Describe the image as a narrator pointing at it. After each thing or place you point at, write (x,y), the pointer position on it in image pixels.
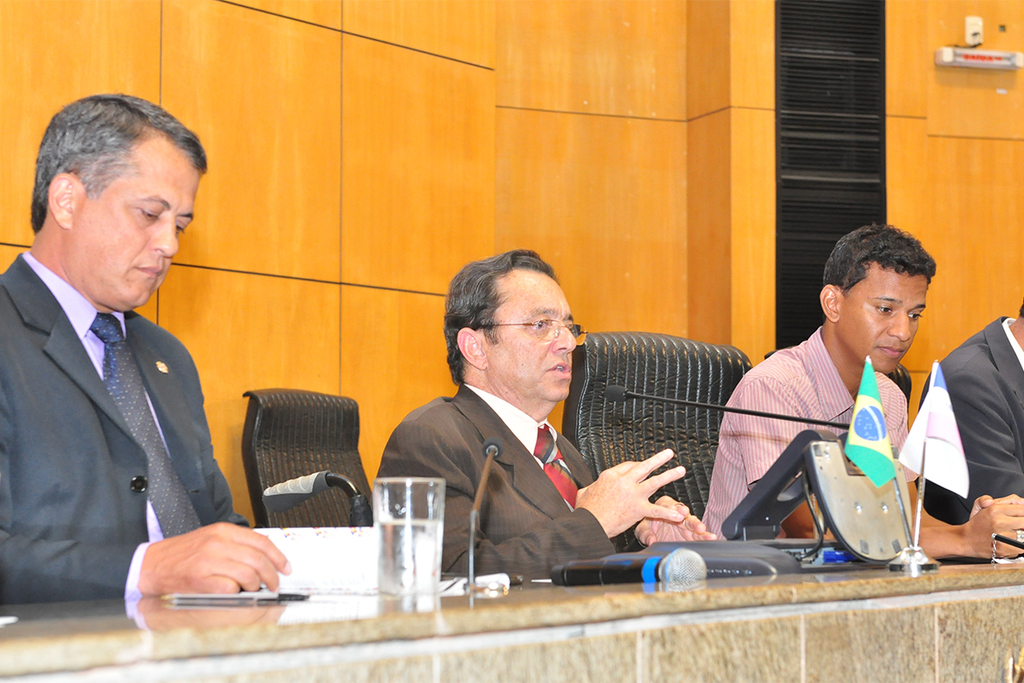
There is a table (753,634), on that table (399,600) there is a glass (408,550) and a microphone (691,569) and some flags (903,461) and there people (878,362) sitting on the chairs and a man (92,445) reading a book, In the background (431,163) there is a yellow color wall (458,122) and a speaker (840,79) of black color.
